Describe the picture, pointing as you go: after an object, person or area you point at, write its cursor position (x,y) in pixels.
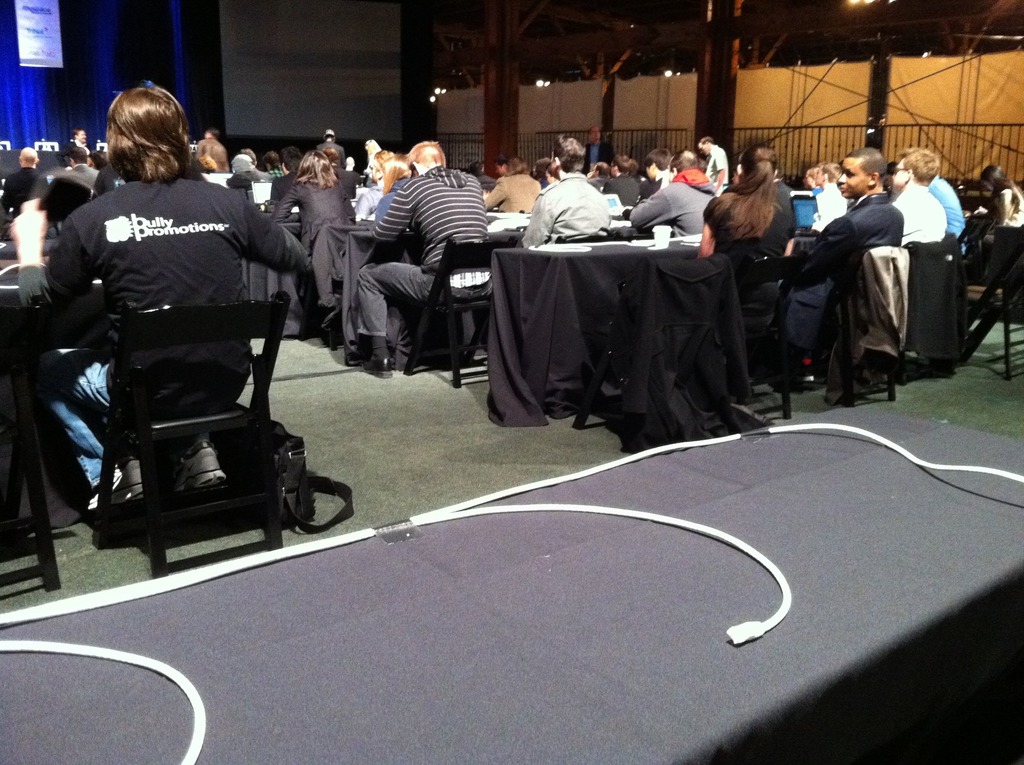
In this picture we can see a group of people (407,271) sitting on chairs (754,261) and in front of them there is table (540,265) and on table (525,270) we can see glass (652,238), papers (517,223) and in background (148,29) we can see curtains (71,38), banner (53,38), pillar (496,62), fence (965,134), light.
